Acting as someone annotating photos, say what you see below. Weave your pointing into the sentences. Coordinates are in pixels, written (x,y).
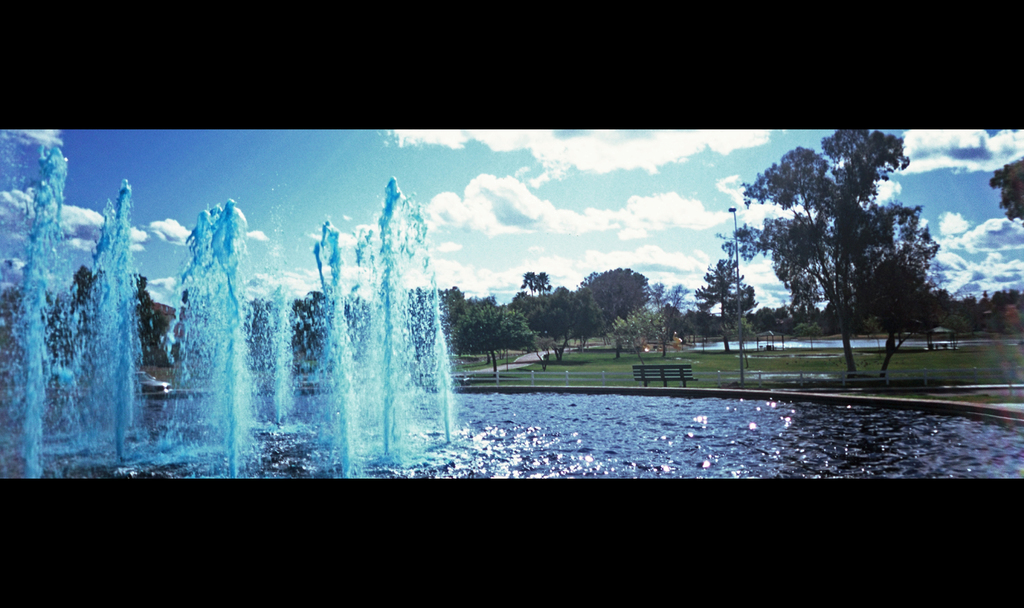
In this image we can see a fountain (78,370) with water (413,401). In the background of the image (514,299) there are trees (562,297), sky (431,206) and clouds (640,204). There is a bench (645,384). There is a pole (743,370).
